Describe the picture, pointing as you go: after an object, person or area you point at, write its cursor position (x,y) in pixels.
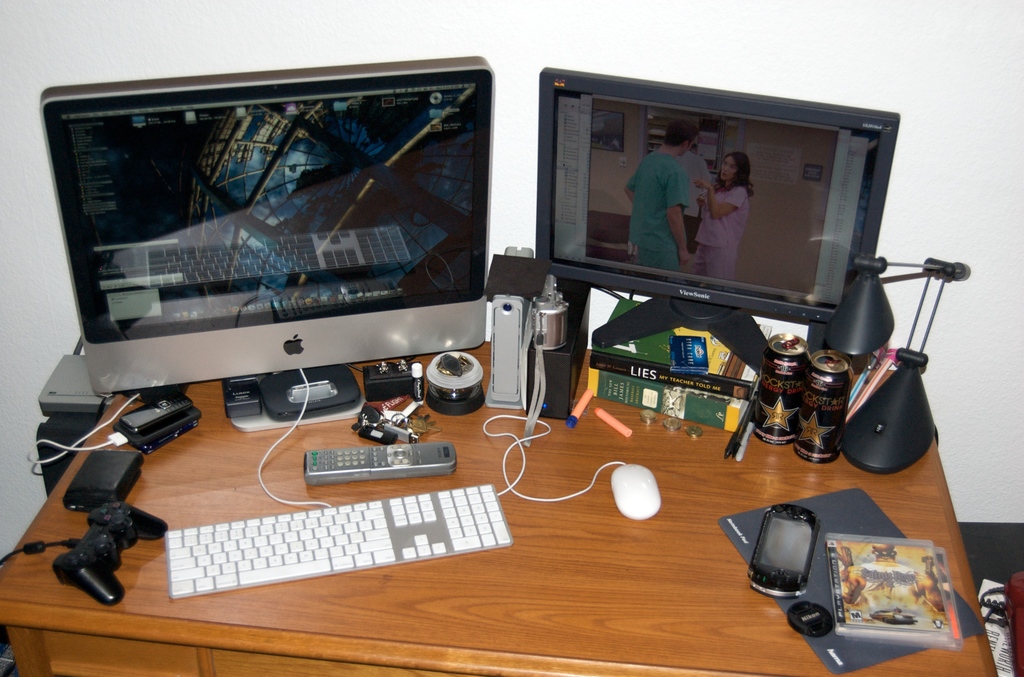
In this image we can see a monitor (425,276), keyboard (366,534), mouse (620,504), remote (407,459), keys (405,423), mobile phone (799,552), tins (784,408), table lamp (888,421), books (680,388) and pens (747,436) on the table (627,425).
